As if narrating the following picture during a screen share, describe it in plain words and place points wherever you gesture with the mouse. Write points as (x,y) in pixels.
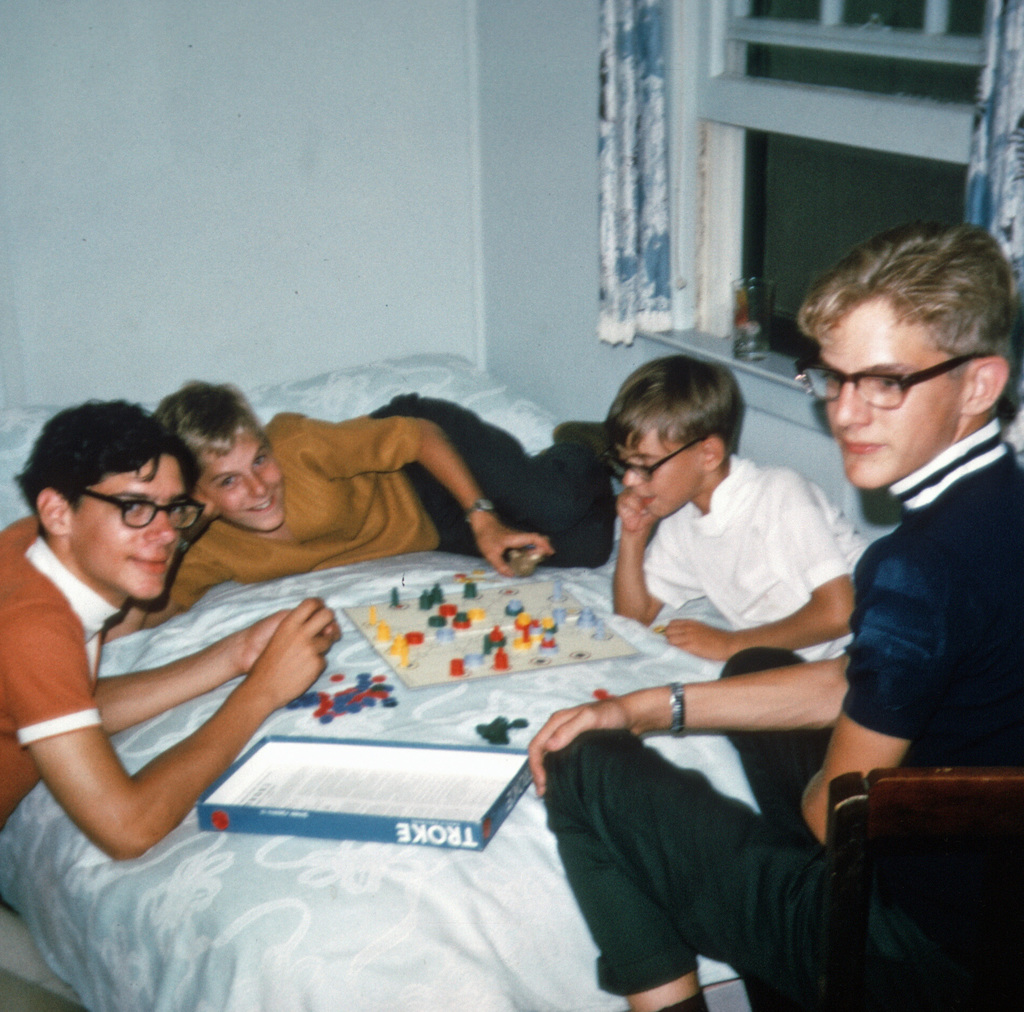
On the right (923,597) there is a boy (859,600) sitting on the chair (841,998) at the bed (105,673). On the left (260,671) there is a boy (59,643) placed his hands (242,658) on the bed (119,662) and there is a boy (722,522) sitting on the bed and a boy (302,478) lying on the bed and there is a gaming board (536,584) and coins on the bed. In the background (341,122) there is a wall (56,98), window (825,175), glass (750,318) and curtains (634,87).
